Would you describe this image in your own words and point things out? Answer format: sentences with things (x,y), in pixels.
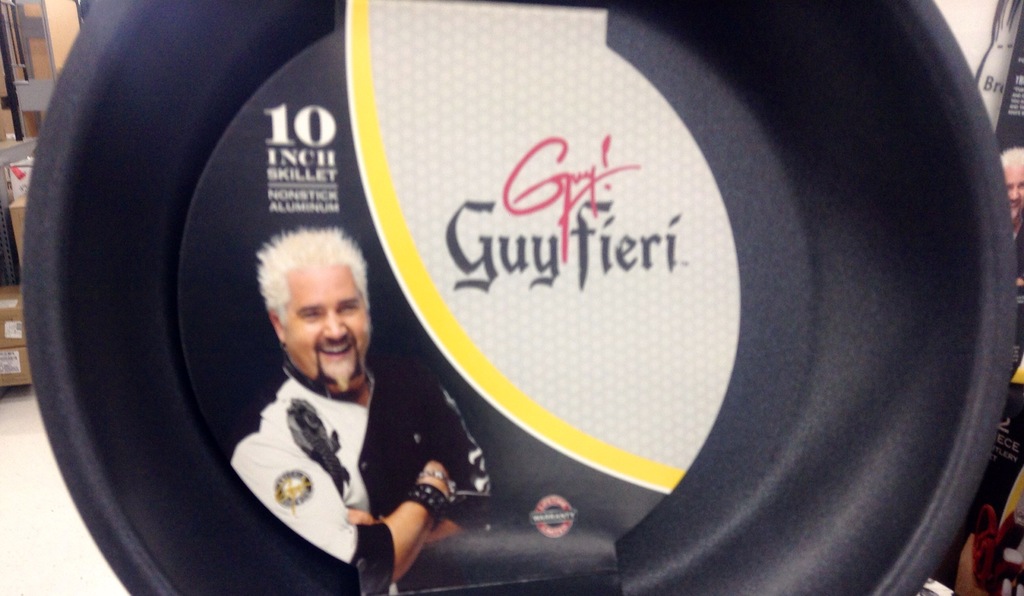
In the picture we can see a black color object (830,387) on which we can see a label (234,352) on which we can see a person's image (380,475) and some text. In the background (1008,575), we can see some objects (11,367).
